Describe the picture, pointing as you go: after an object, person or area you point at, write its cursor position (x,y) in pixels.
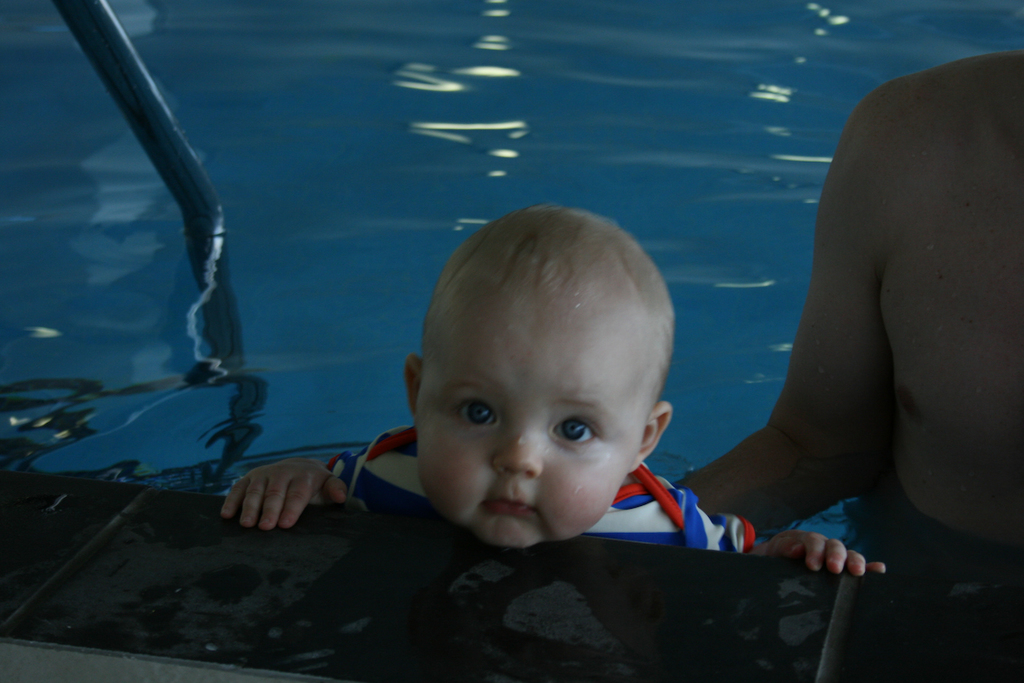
In this image, I can see two persons (555,268) in a swimming pool (801,260) and I can see a metal rod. This image taken, maybe during night.
